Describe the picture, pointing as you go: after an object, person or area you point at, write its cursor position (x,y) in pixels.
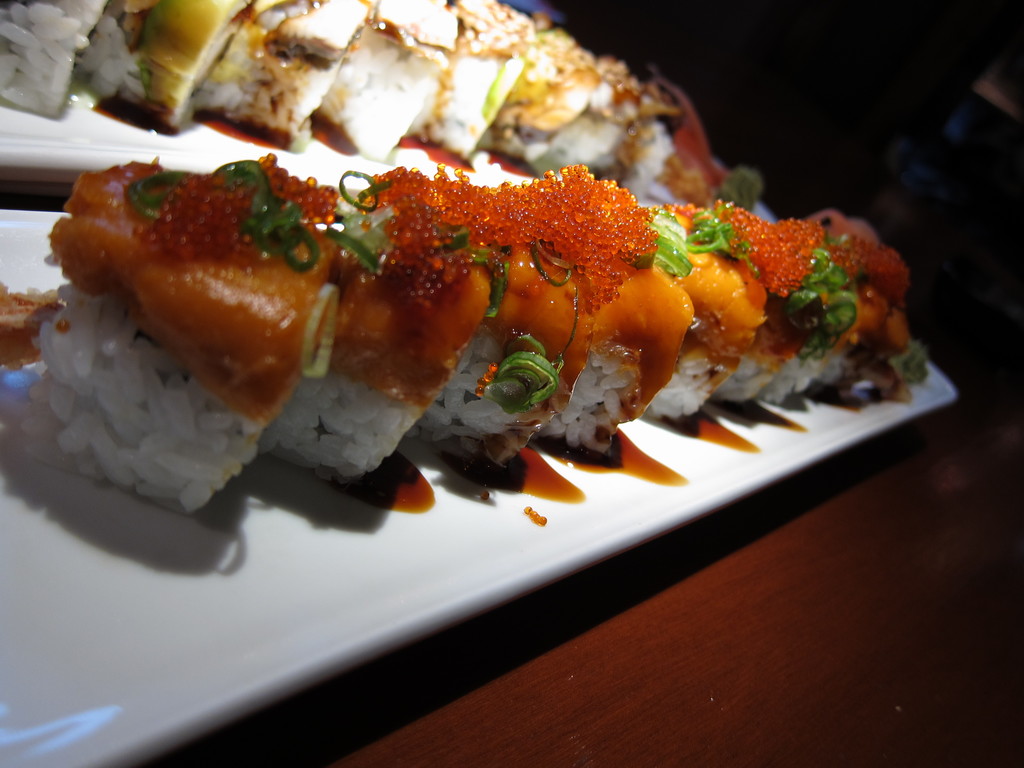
In this image we can see food items (472,290) in the plates (622,516) on a platform (1005,642). In the background (782,177) the image is dark.
